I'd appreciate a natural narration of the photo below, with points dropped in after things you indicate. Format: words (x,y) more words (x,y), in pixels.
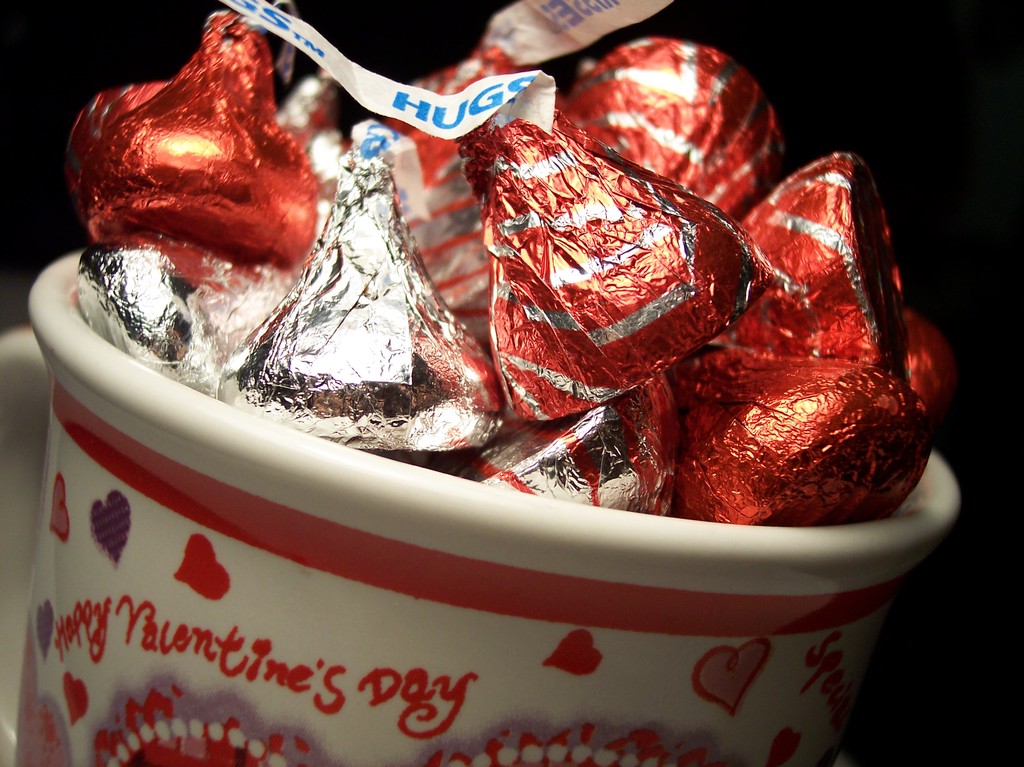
In this image, I can see a cup (803,565), which is filled with the chocolates (612,137). These chocolates (433,325) are packed with the wrappers (700,269). The background (822,47) looks dark.
